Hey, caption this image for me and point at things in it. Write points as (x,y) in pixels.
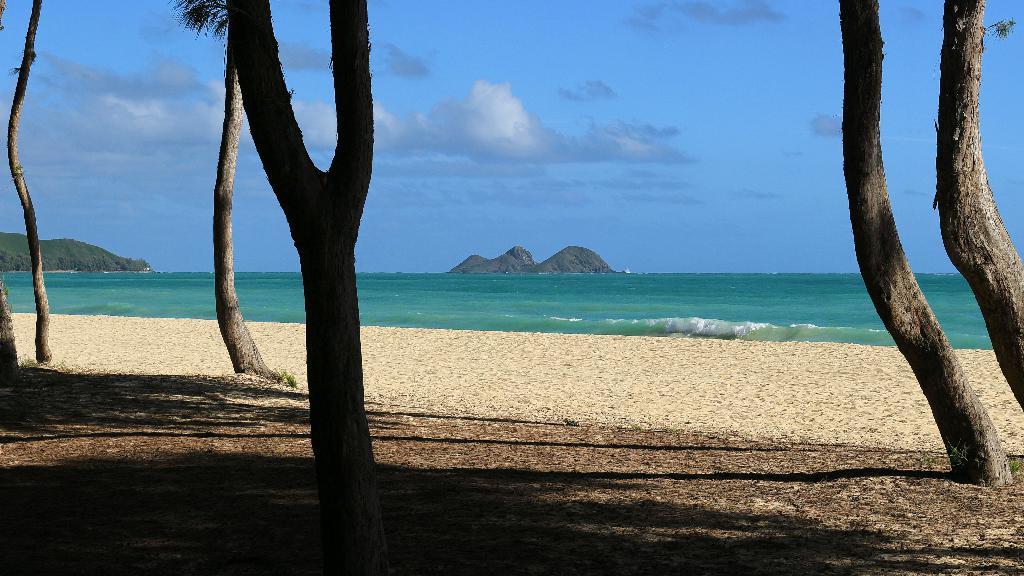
In this image I can see an ocean (727,304). I can see few mountains (23,248) and trees (967,399). I can see some sand (651,395). At the top (407,172) I can see clouds (524,129) in the sky (617,133).
